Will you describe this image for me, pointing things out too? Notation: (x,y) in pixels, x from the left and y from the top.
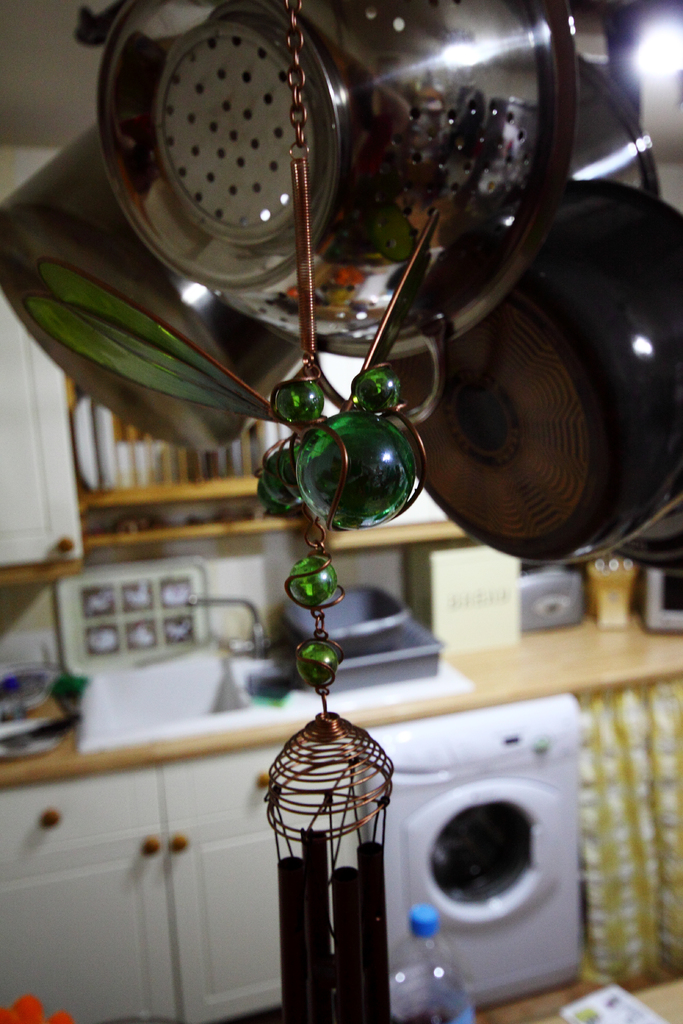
In this image I can see a wind chime (388,990) hanging, background (446,868) I can see a washing machine (457,864), a tap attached to the wall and I can see cupboards (171,888) in white color and I can see few objects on the wooden rack (219,483).
